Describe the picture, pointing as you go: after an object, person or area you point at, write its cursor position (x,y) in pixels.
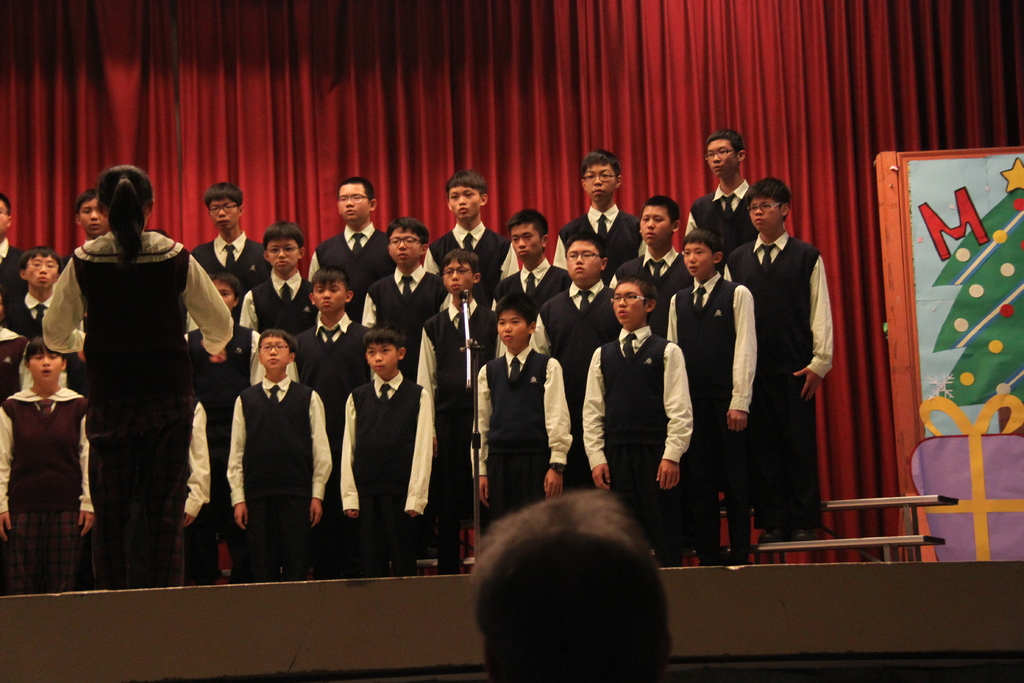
In this image there are few boys (86,225) standing on the stage (749,615), in front of them there is woman (153,306), mike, behind them there is a red color curtain (914,144), at the bottom (662,597) there is a person head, on the right side (941,371) there is a board (963,214).
